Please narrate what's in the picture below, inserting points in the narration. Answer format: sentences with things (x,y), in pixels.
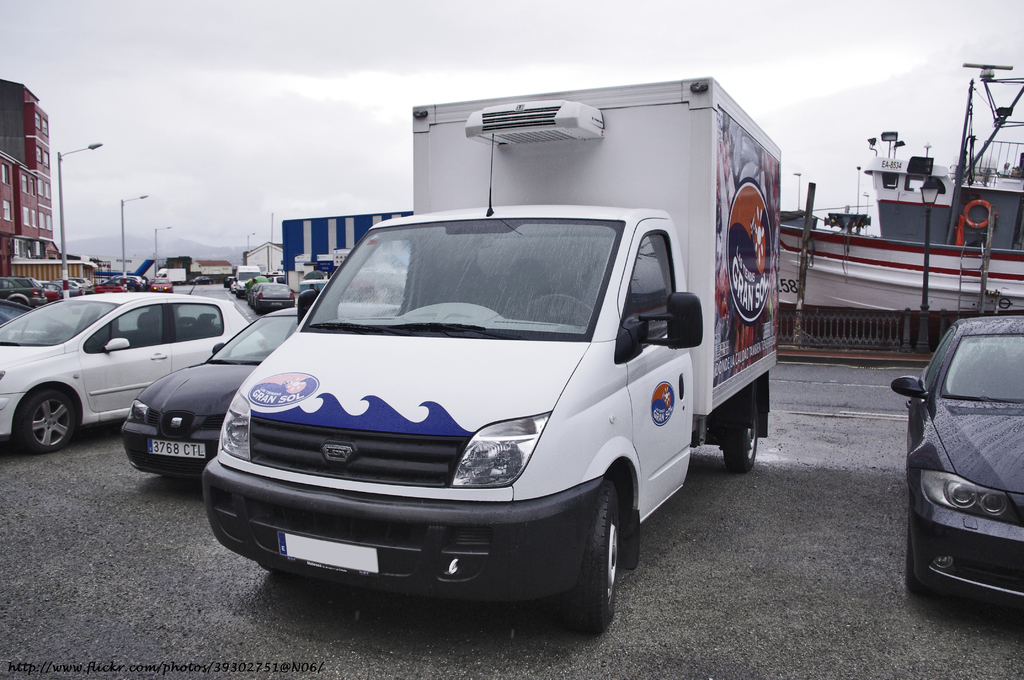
In this image we can see many cars (284,344) parked on the road (787,385). In the background (834,254) there is a ship (884,207), buildings (35,190), light poles (60,195), sky (223,200) and clouds (537,40).
